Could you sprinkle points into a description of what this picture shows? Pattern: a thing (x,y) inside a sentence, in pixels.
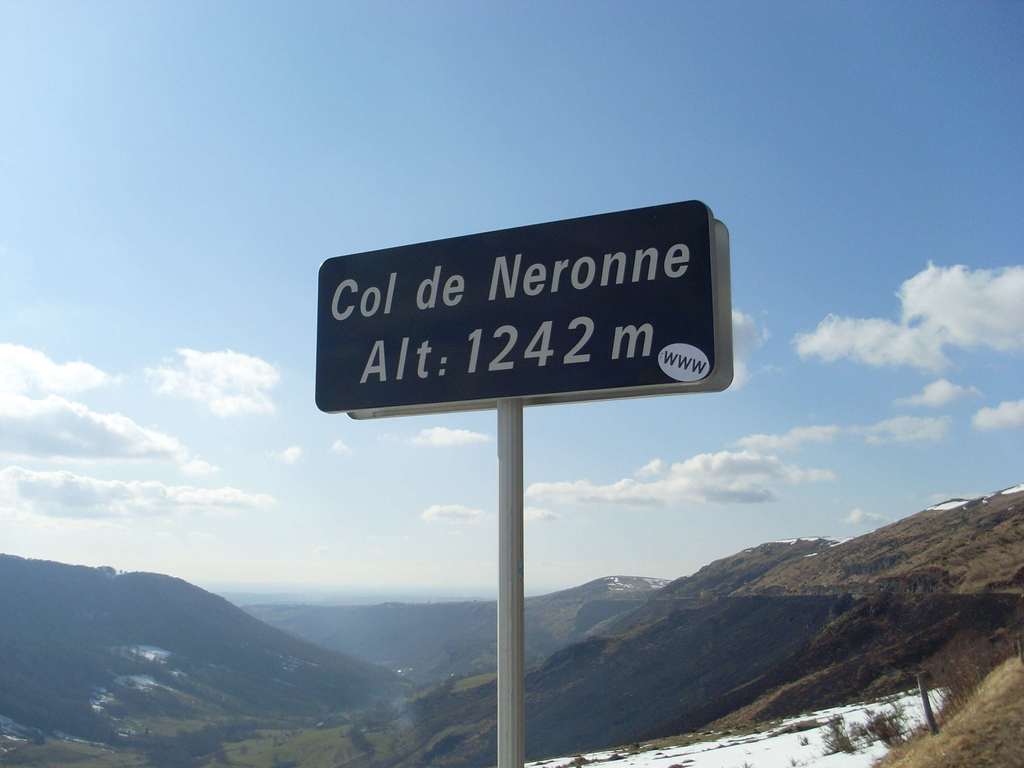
In this image there is a pole (500,540) in the middle (518,472). To the pole (514,509) there are two boards (609,325). In the background (288,654) there are hills (268,606). At the top (280,127) there is the sky (273,139) with the clouds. On the ground (865,674) there are trees (941,695) and grass (949,726).
